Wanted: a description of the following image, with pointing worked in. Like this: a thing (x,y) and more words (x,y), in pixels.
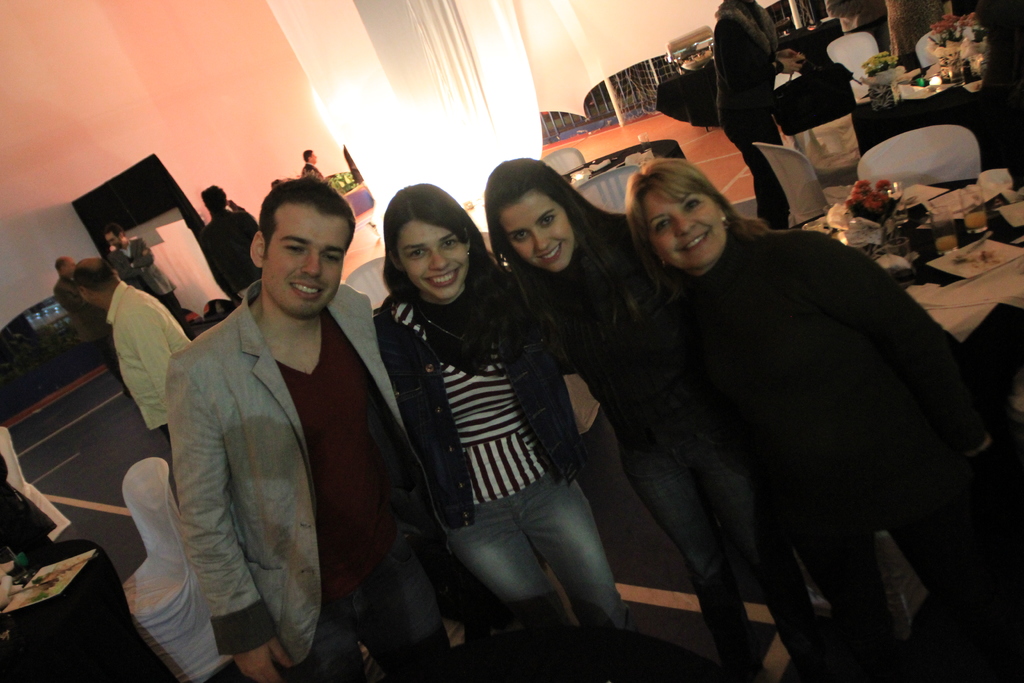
In this image I can see number of people (470,284) are standing. I can see most of them are wearing jackets (268,569). Here I can see smile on few faces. In the background (200,659) I can see few chairs (843,50), few tables (13,633) and on these tables (813,219) I can see number of flowers (958,24).
